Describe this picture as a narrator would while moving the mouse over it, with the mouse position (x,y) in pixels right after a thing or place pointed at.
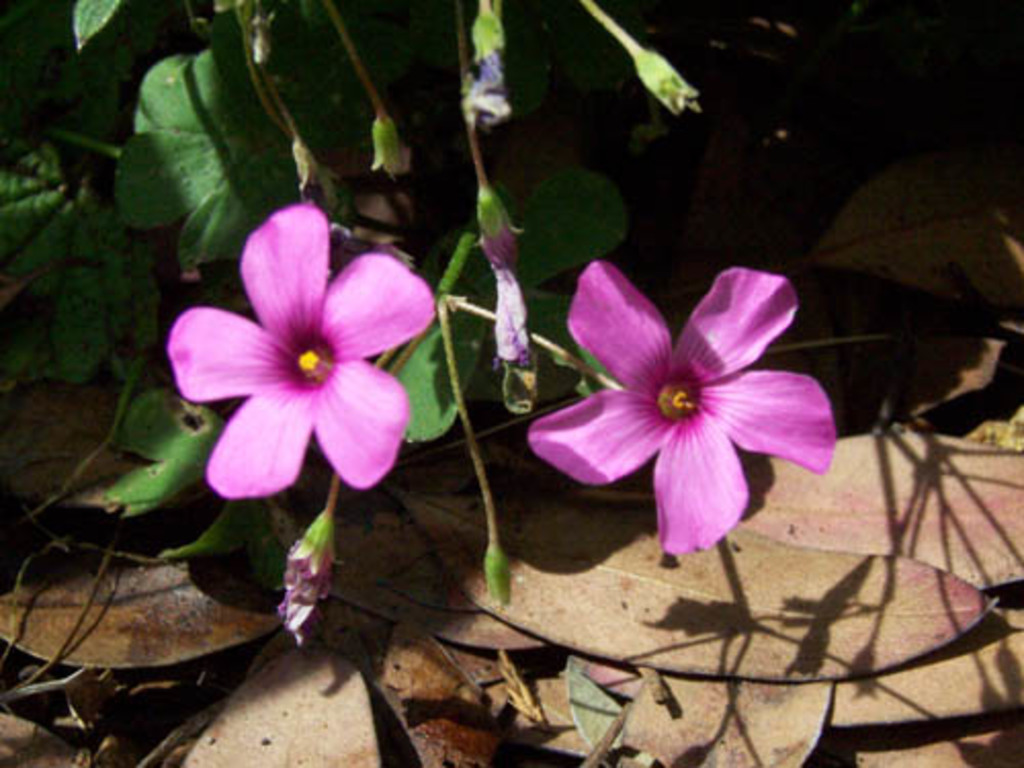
In this image we can see a plant (427,372). There are few flowers (593,440) and buds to a plant (534,229). There are few dry leaves (735,657) on the ground (544,688) in the image.
